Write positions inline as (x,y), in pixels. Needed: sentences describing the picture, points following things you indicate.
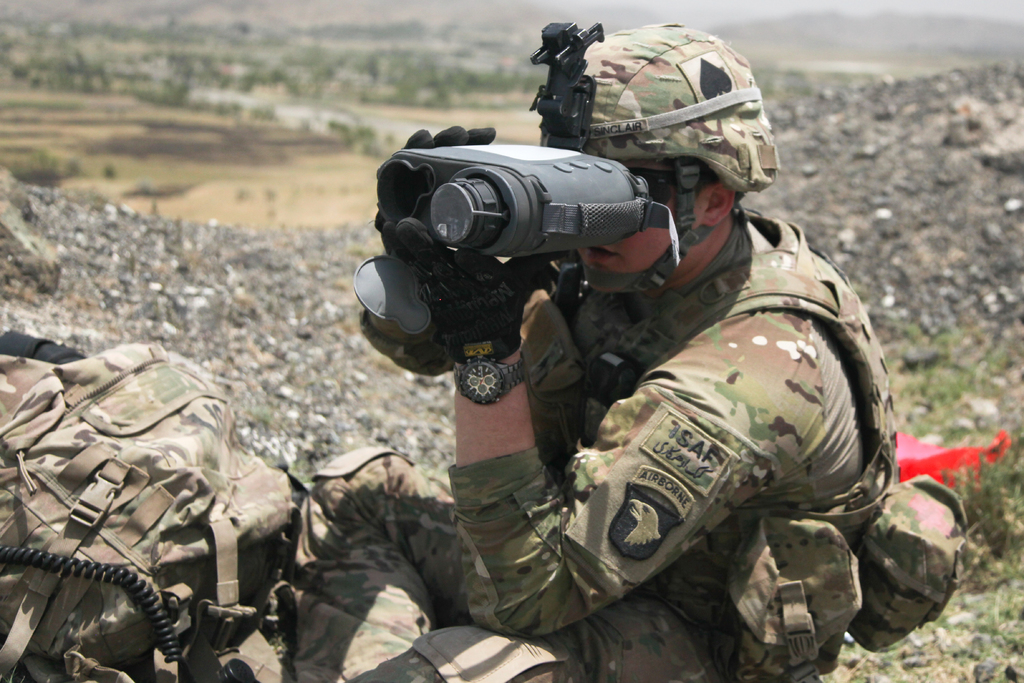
In this image, I can see a person (596,456) sitting and holding a binoculars (571,236). On the left side of the image (203,421), there is a bag (122,496) and a wire (76,566). The background (269,147) is blurry. At the bottom right side of the image (994,472), there are plants (945,402).
